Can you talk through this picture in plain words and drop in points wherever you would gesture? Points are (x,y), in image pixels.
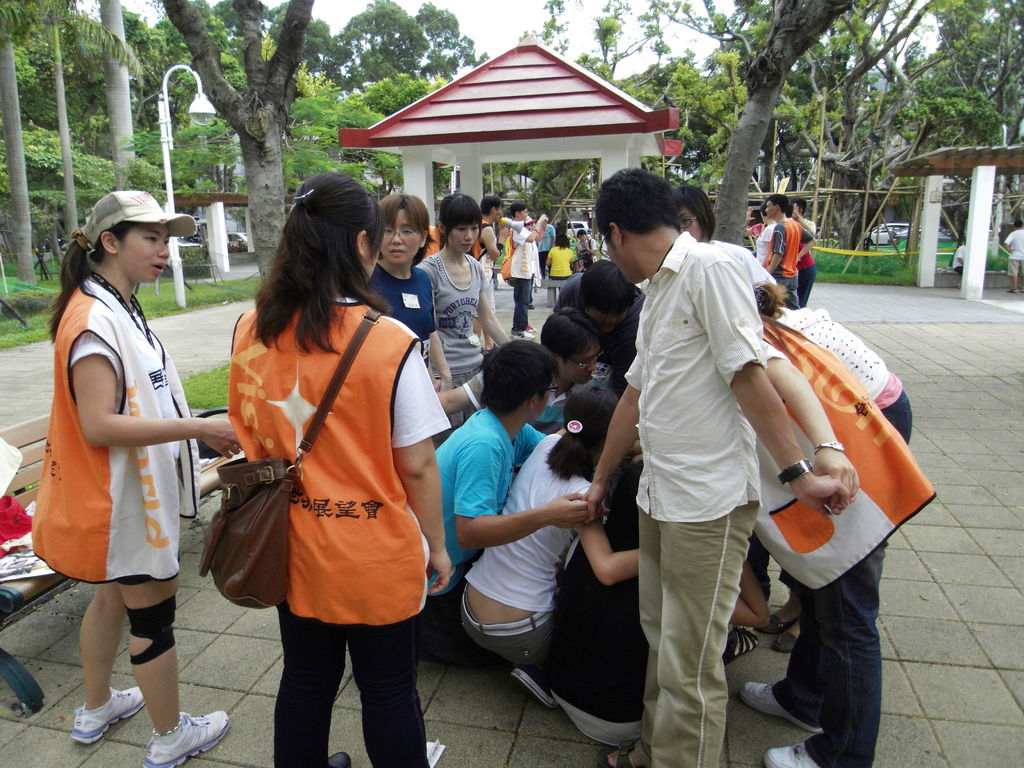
In this image, there is an outside view. There are group of people (555,362) in the middle of the image (384,432) wearing clothes (463,451). There is a shelter (523,127) at the top of the image (522,114). There is a street light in the top left of the image (169,188). In the background of the image (300,49), there are some trees (967,129).
